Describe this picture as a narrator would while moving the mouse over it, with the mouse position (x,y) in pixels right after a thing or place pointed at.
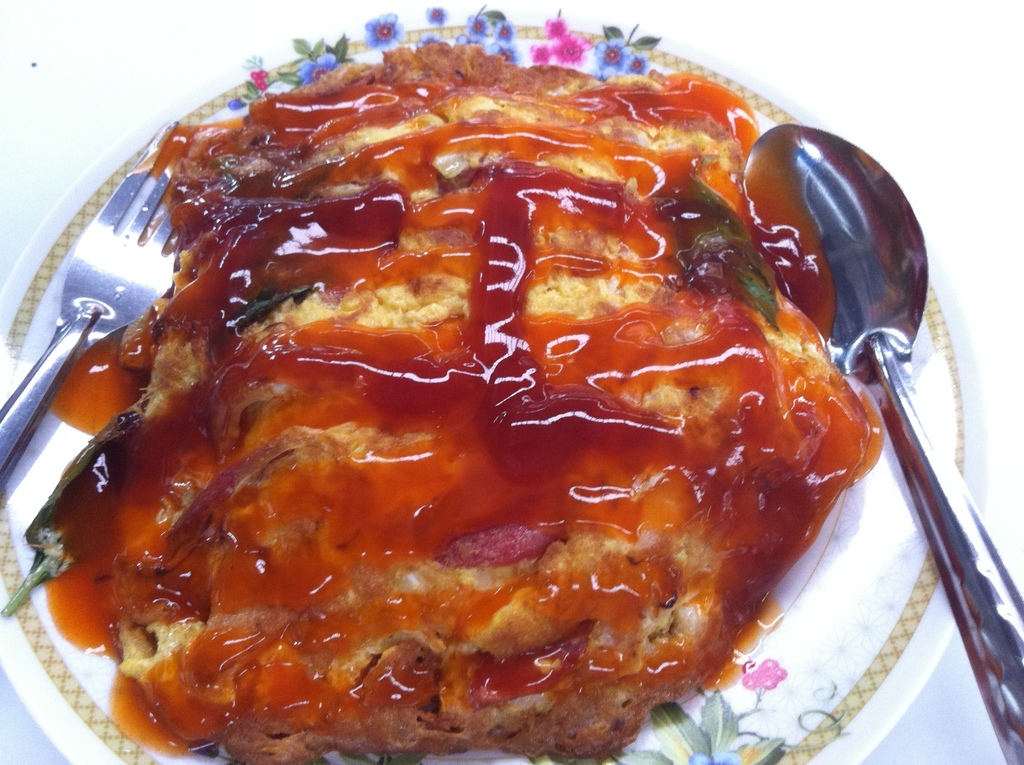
There is a food item (453,684), on which there is a jam (332,246), there is a spoon (819,190) and there is a fork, on the white color plate (840,595). And the background (22,95) is white in color.
